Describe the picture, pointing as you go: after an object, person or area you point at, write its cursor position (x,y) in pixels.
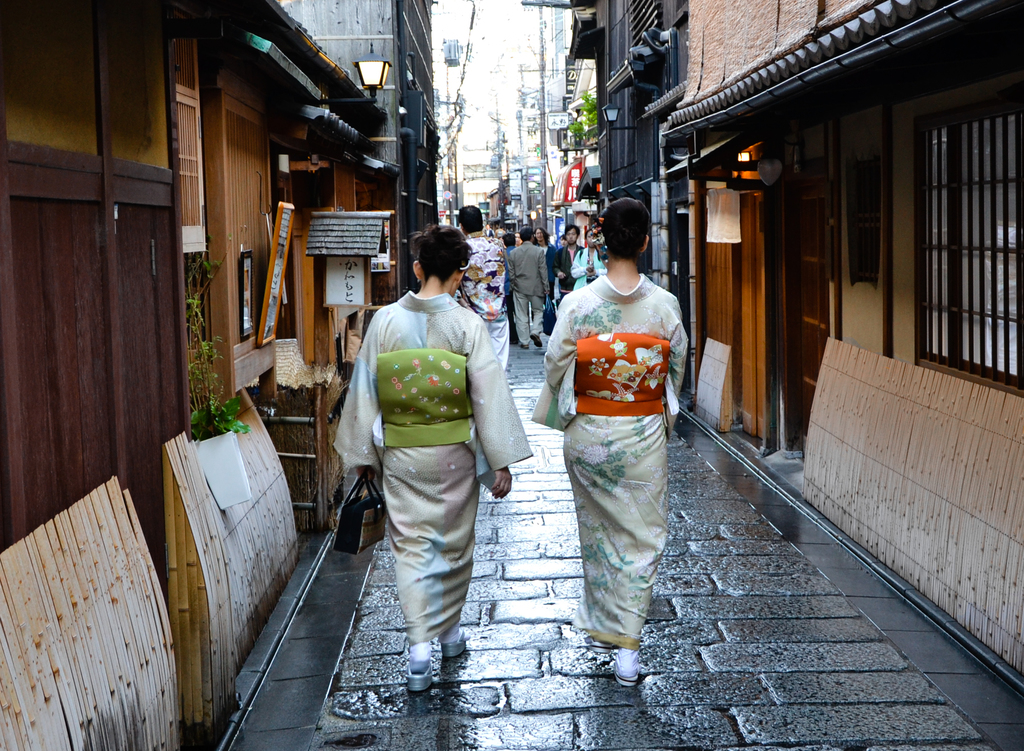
In this image, we can see people (500,412) in between houses (679,179). There is a plant (195,376) on the left side of the image (206,393). There are photo frames (245,311) in the middle of the image (346,269). There are lights (371,82) at the top of the image (361,70). There is a window (922,219) on the right side of the image (979,298).
